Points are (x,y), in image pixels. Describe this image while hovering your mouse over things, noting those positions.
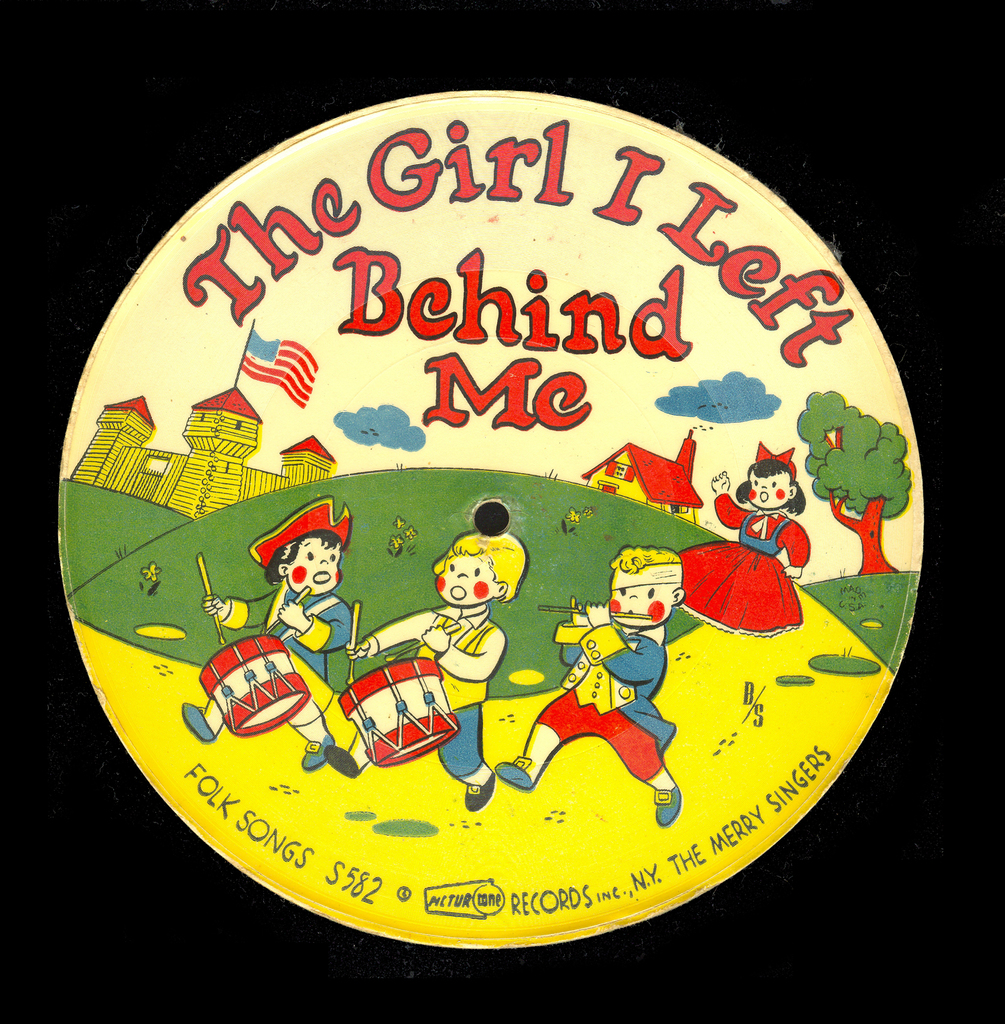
In this image we can see cartoon pictures (528,681) and some text (500,294) on the circular board (559,310) placed on the surface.
